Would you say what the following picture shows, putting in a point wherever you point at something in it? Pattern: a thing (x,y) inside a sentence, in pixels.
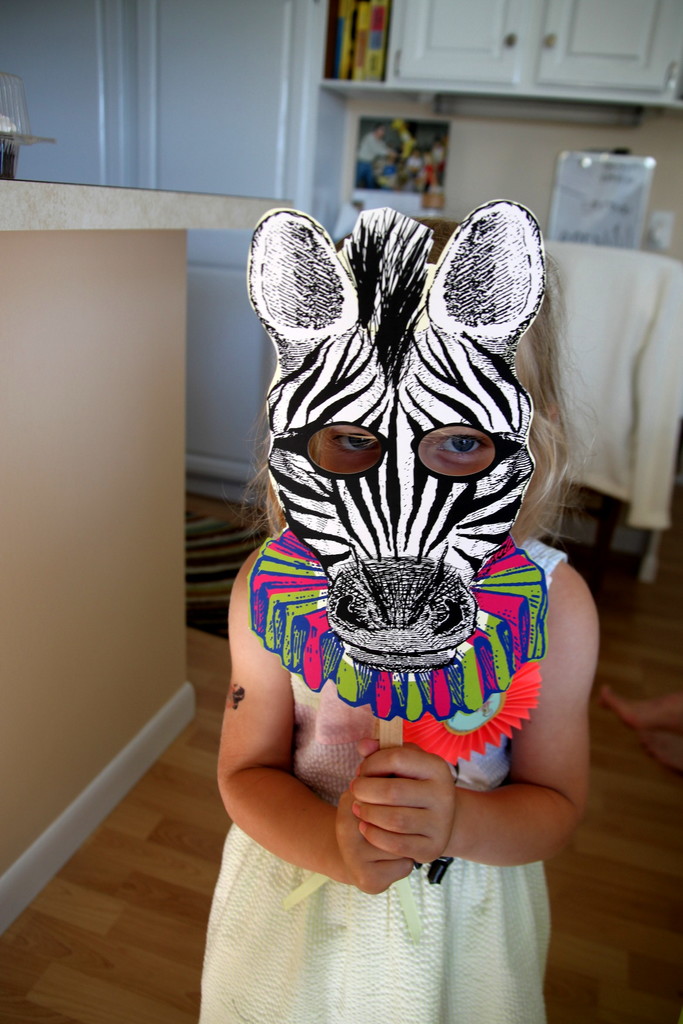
In the image there is a baby (426,856) and she is holding a zebra mask (472,548) in her hand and there is an orange badge (488,712) to her dress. Behind the girl (240,651), there are few cupboards (434,83) and below the cupboard (532,85) there is a cloth (622,313) kept on an object (621,510).
